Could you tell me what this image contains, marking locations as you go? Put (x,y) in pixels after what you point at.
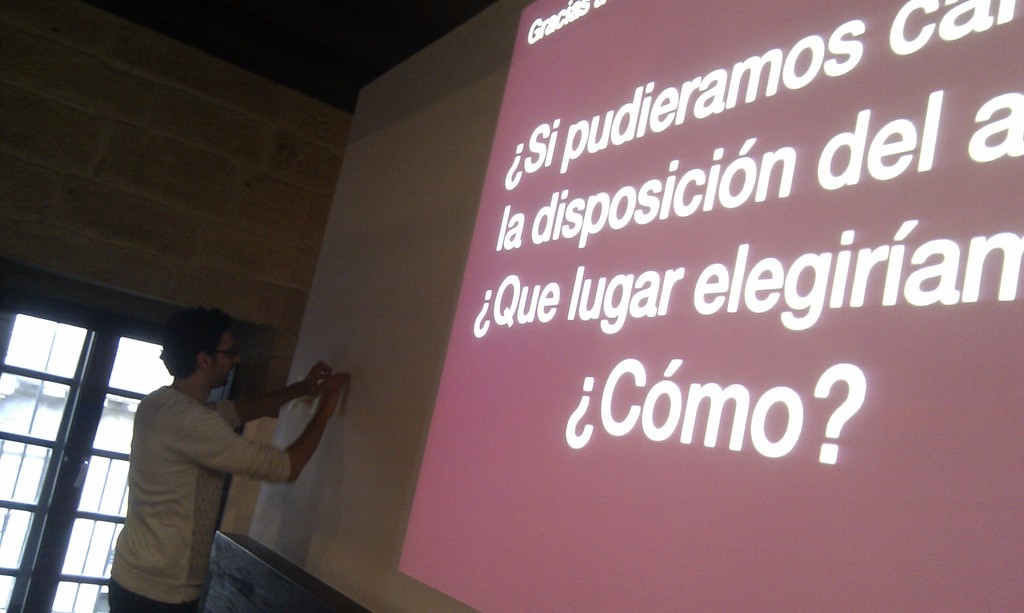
In this image we can see a man (179,580) and there is a screen (855,407). In the background (421,214) there is a wall (237,217) and we can see a door (37,609).
